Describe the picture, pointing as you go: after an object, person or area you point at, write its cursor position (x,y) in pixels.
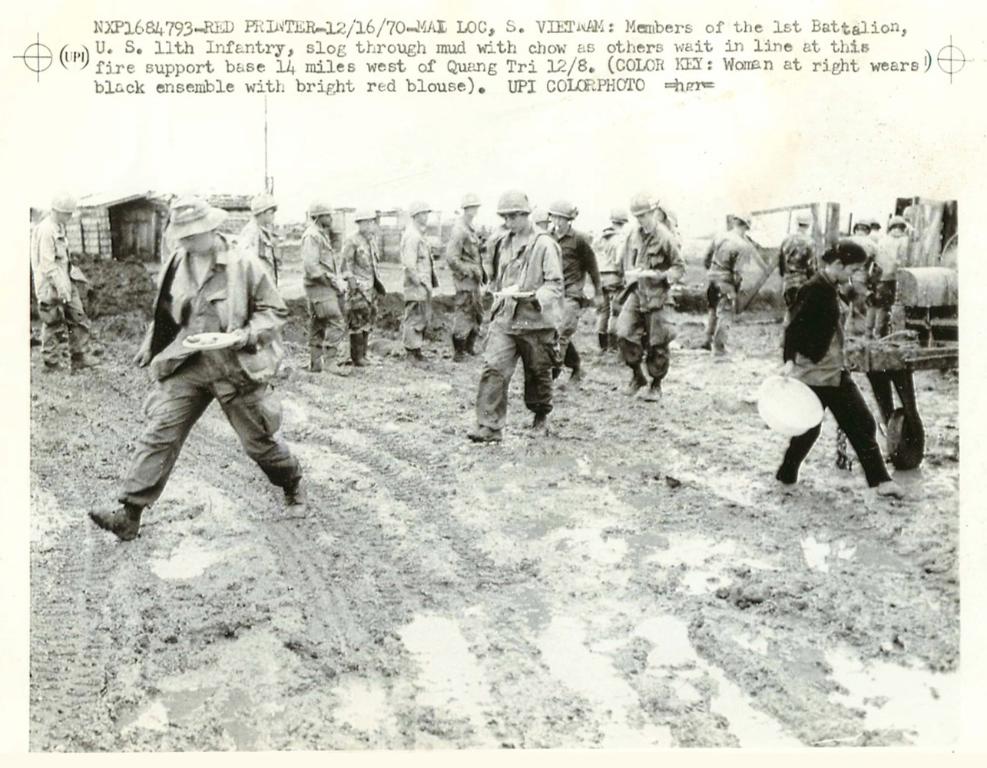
In the foreground (626,570) there is mud (228,547). In the middle of the picture (534,293) there are people (464,303), mud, vehicles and other objects (147,234). At the top (544,66) there is sky (104,189) and text (594,27).
